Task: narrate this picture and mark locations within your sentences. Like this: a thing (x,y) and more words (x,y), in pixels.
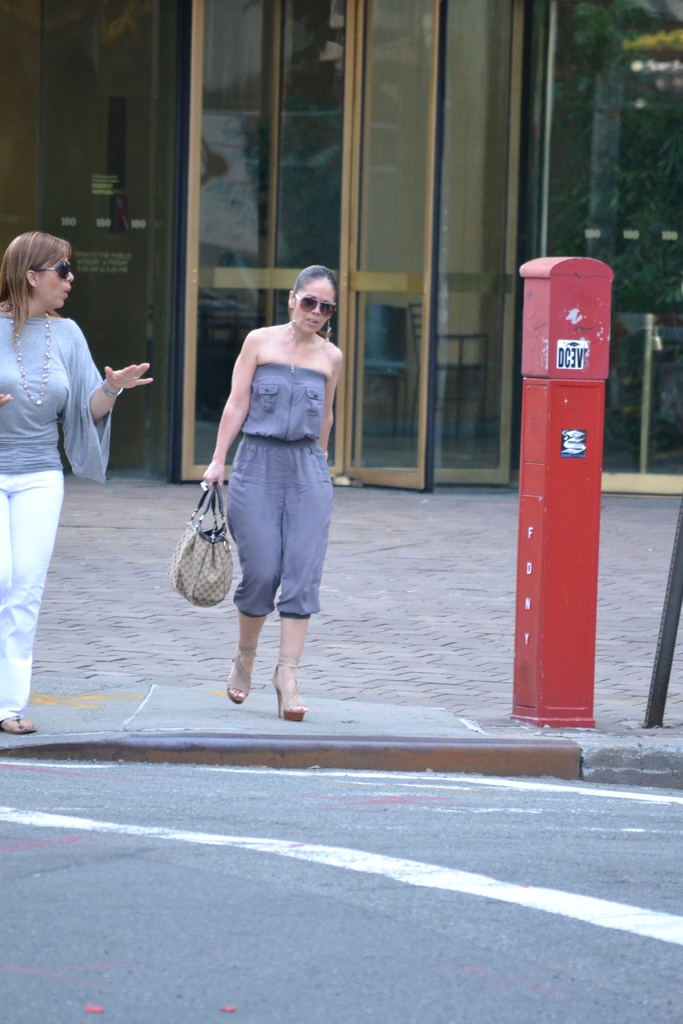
Two women (24,302) are crossing the road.
